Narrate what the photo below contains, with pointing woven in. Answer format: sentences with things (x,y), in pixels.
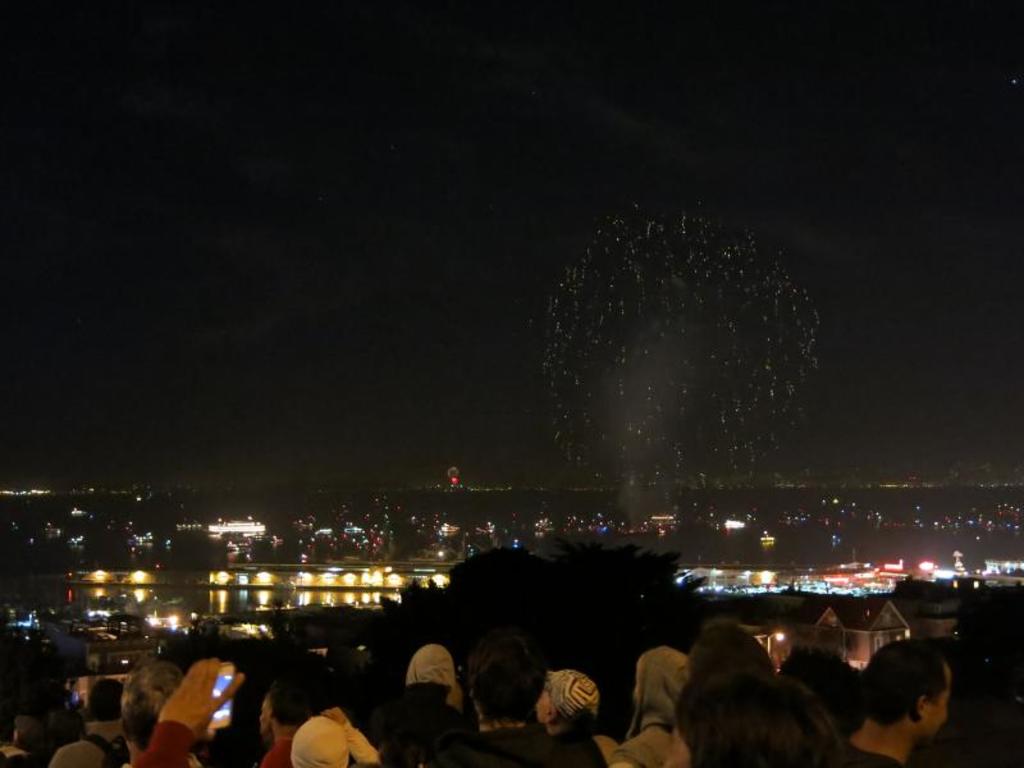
In this picture we can see the buildings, lights (1004,568), roofs (767,565), water (400,555), tree (533,574). At the bottom of the image (918,657) we can see some people (669,707) are standing and a person (208,717) is holding a mobile (221,663). At the top of the image (521,158) we can see the sky (321,381).
